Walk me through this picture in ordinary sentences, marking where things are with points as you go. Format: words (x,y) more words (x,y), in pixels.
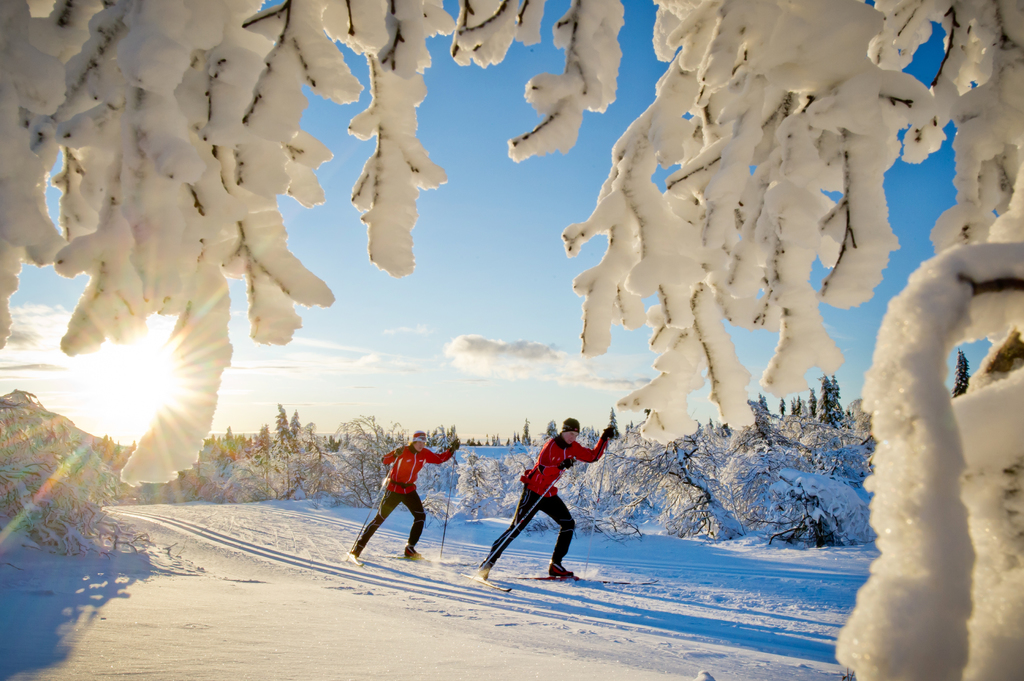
In this picture I can see there are two people (500,540) wearing skis (422,558) and holding the ski sticks (443,538) and there is snow (368,562) on the floor (427,593) and the trees (603,201) are also covered with the snow (995,640) and the sky (391,396) is clear and sunny.
